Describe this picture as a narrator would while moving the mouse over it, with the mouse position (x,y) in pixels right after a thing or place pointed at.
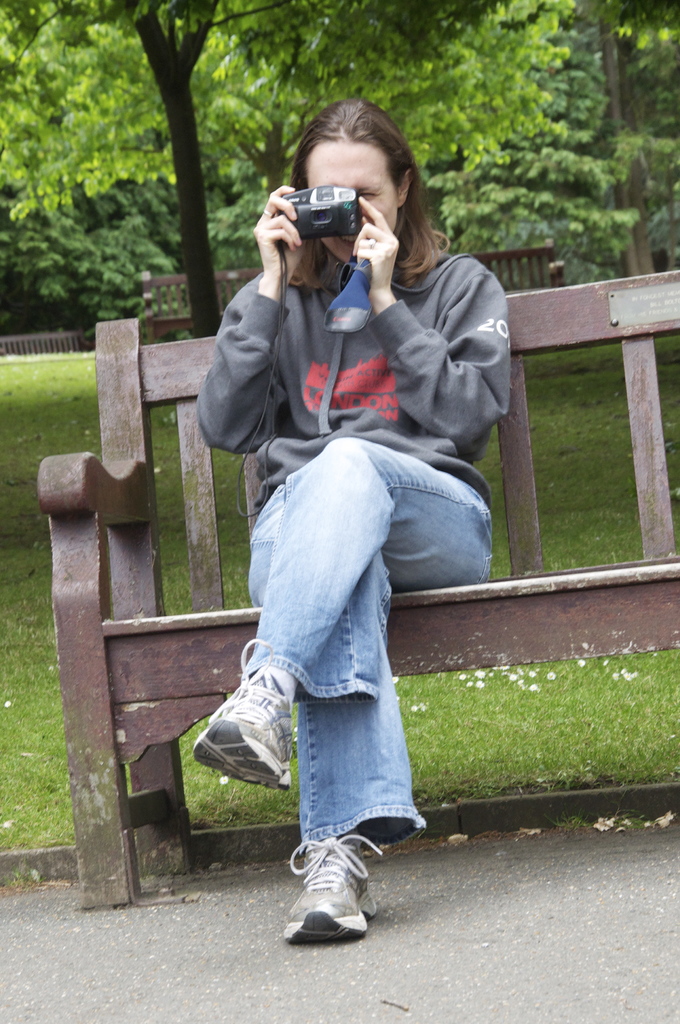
In this image I can see a woman (354,254) is sitting on a bench (521,506). I can also see she is wearing a hoodie (397,325) and holding a camera (323,206). In the background (265,111) I can see few more benches (246,268) and few trees (179,132).
